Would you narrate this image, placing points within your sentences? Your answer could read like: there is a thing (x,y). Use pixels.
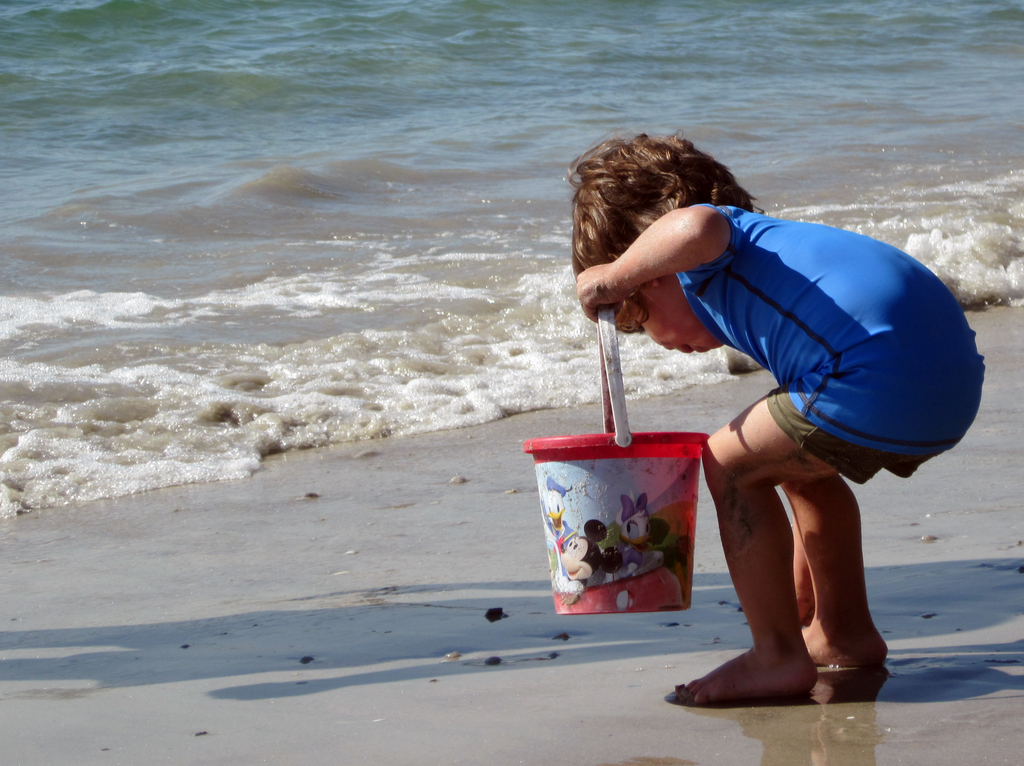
In this image we can see a child (761,613) standing on the seashore (683,632) holding a bucket (687,474). We can also see some stones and the water (361,262).
